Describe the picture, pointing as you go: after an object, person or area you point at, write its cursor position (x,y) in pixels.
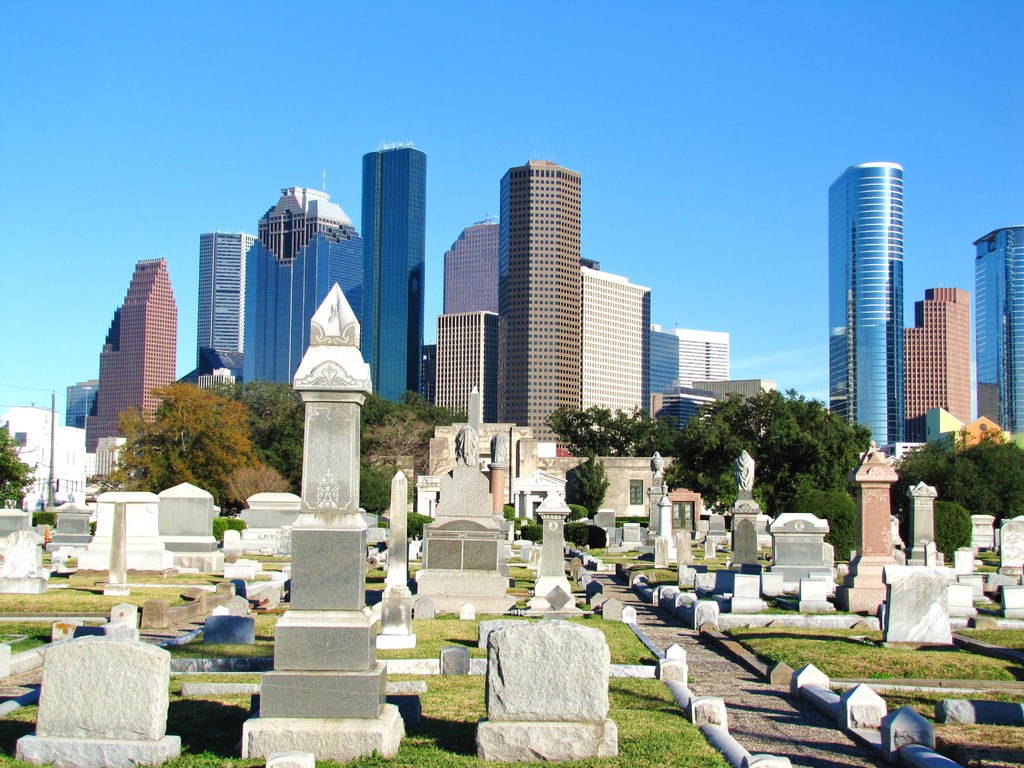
In the picture we can see a graveyard (497,549) with graves (1012,545) on the grass surface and behind it we can see some trees (706,451) and behind it we can see tower buildings (304,296), and sky (463,150).
